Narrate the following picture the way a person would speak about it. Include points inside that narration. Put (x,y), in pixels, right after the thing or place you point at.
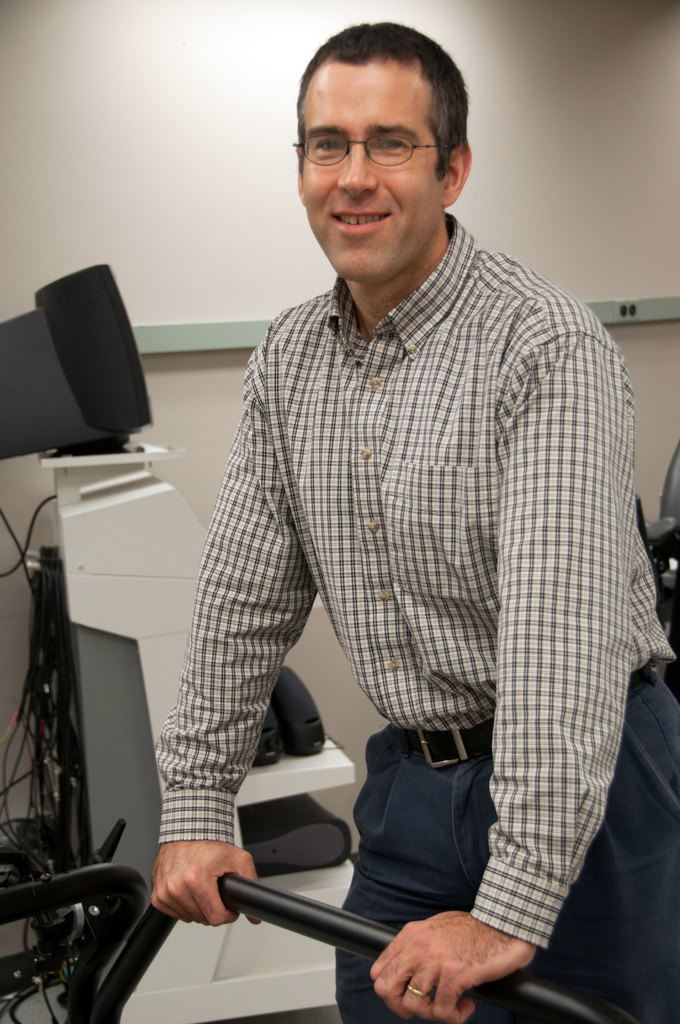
In this picture I can see a man (271,507) standing and he is holding a metal rod (331,918) and I can see a monitor (121,426) on the table (119,613) and I can see a chair (664,536) in the back (668,552).
